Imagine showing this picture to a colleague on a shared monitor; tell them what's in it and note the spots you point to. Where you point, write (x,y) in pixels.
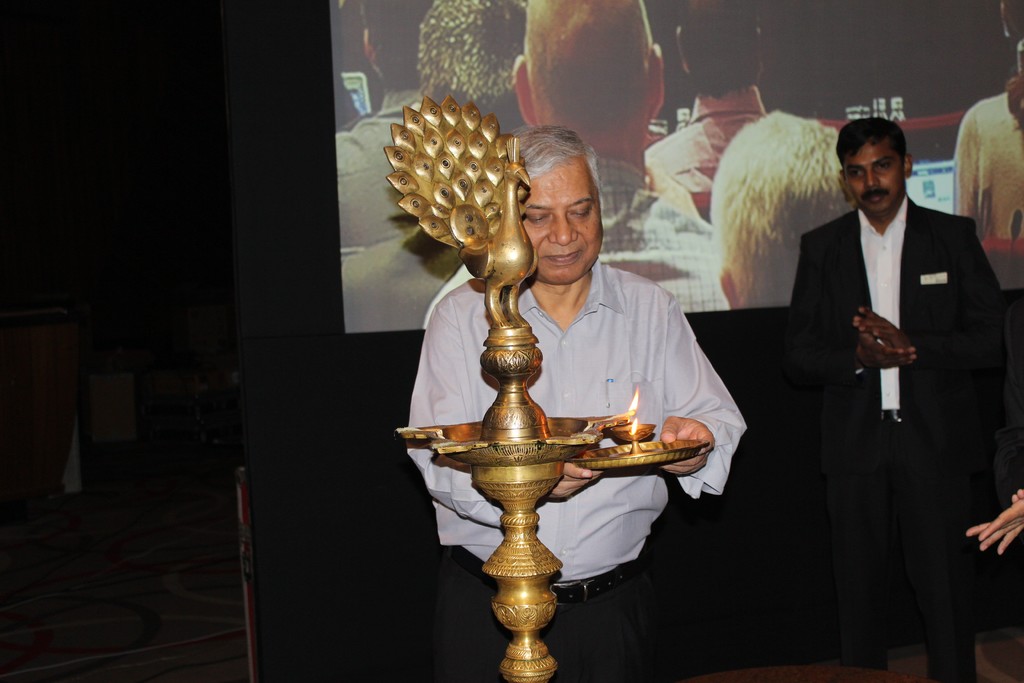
In this image there are people (1015,522). The man (622,479) standing in the center (633,450) is holding a plate (612,456) and there is a lamp (522,420). In the background (605,243) there is a screen (691,181).
